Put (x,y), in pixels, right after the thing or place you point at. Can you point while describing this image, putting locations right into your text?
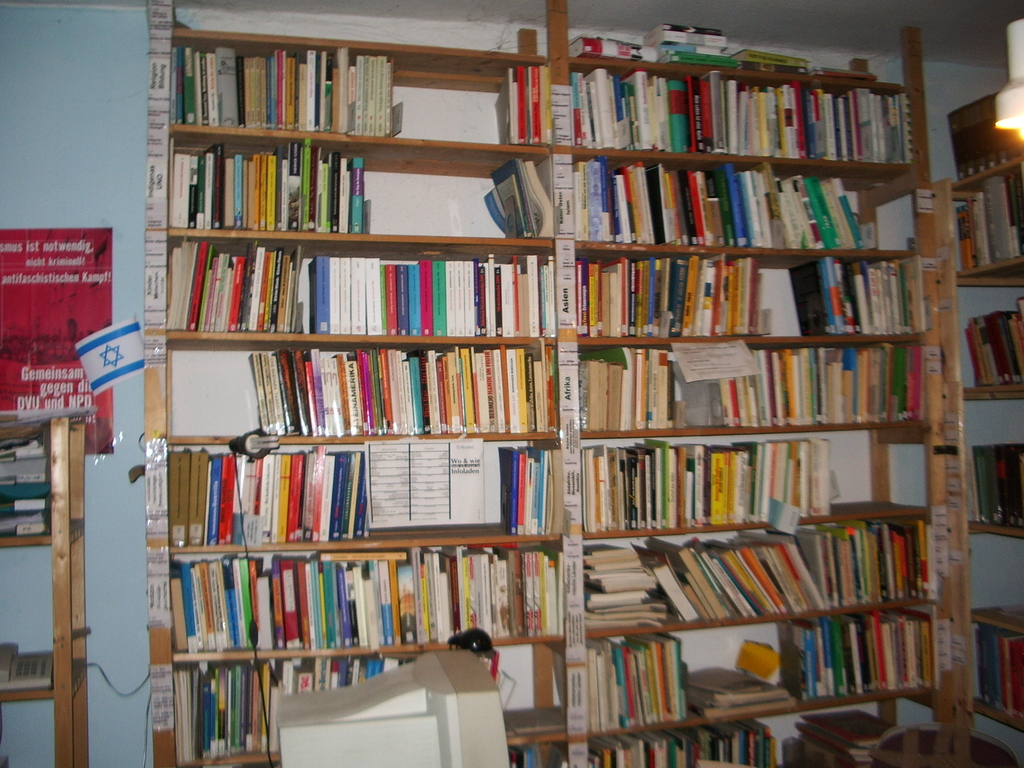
In this image I can see shelves (57,639) which has books (550,384) and other objects (387,469). Here I can see a wall (91,152) which has a poster (74,288) on it and a computer monitor (386,724).
